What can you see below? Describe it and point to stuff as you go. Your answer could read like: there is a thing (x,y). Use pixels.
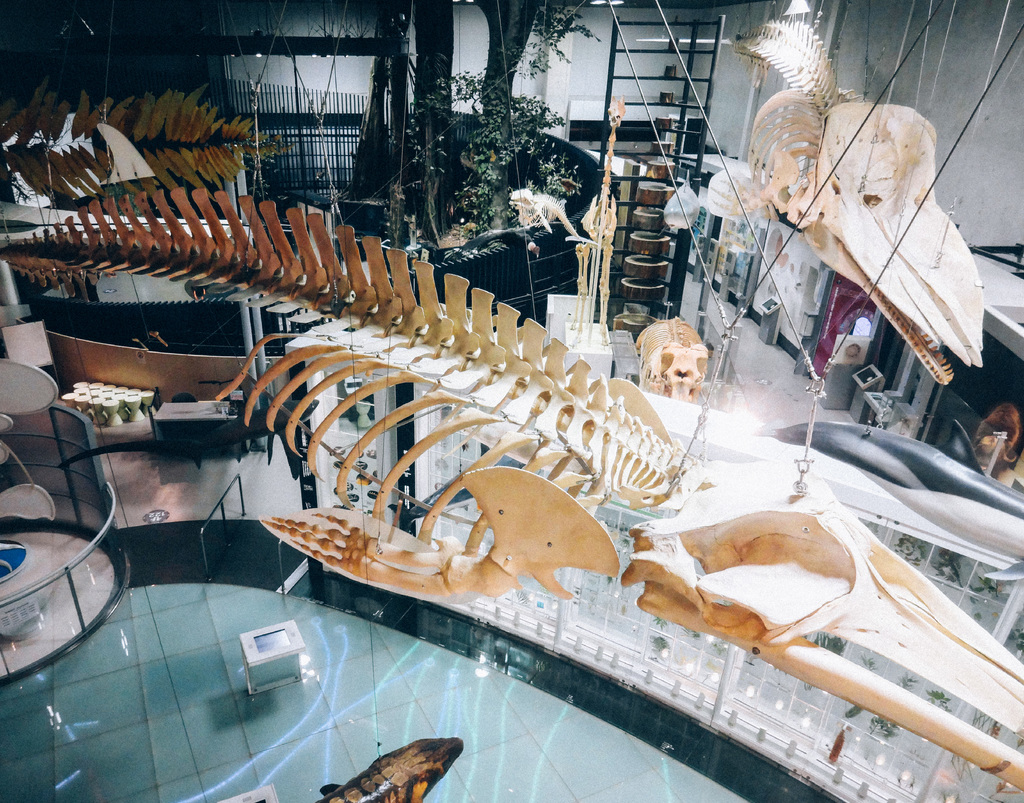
Here we can see skeletons (670,497), glasses (1015,635), table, poles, ropes (253,172), fence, and trees (415,156). This is floor (450,716) and there is wall (886,72).
